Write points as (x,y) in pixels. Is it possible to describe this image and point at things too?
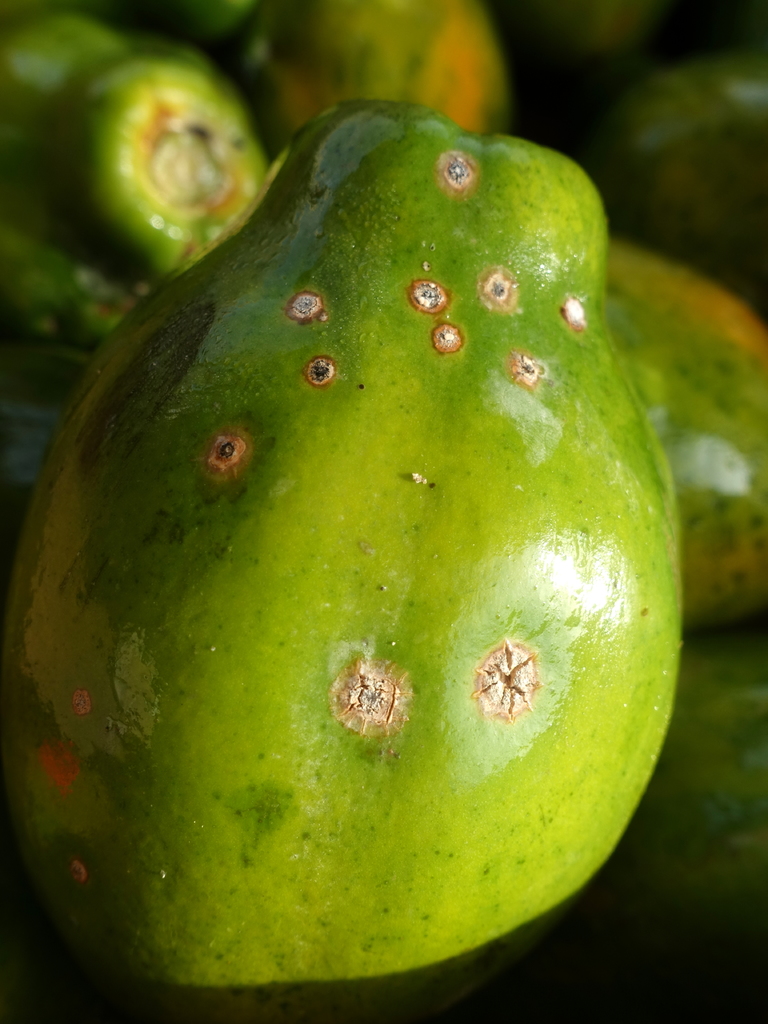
In this picture I can see the unripe fruits (440,507).
